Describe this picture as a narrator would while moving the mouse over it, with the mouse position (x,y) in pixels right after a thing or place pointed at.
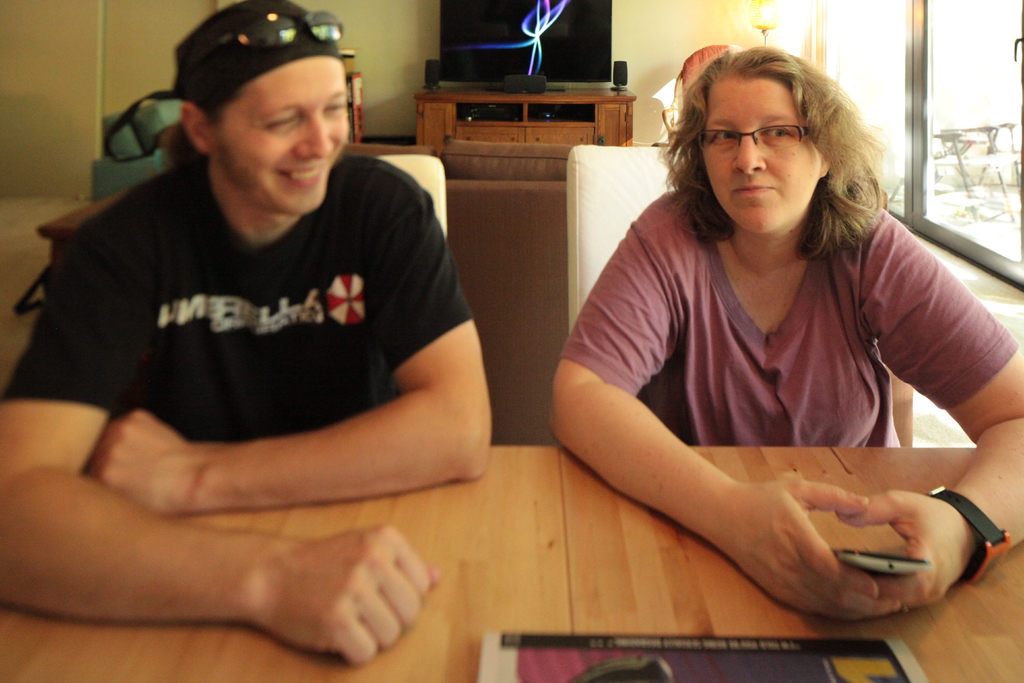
In this image we can see two persons (450,387) sitting in front of the table (587,567). One person (787,327) wearing spectacles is holding a mobile (854,561) in his hand (824,596). In the background (556,31), we can see a sofa (473,226), television (559,68) on the cupboard (620,110) and group of speakers (616,67) and windows (1007,132).
